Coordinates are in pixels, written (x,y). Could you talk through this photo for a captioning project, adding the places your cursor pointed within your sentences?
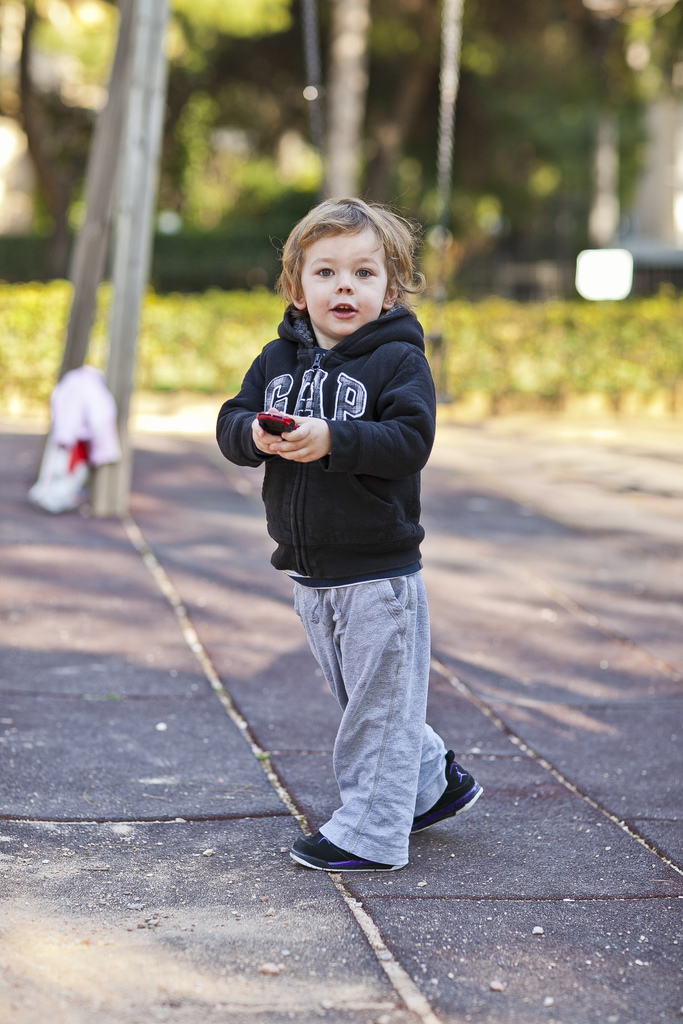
In the middle of this image (395,386), there is a child (327,555) in a black color jacket (395,338), holding a mobile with a hand (324,446) and walking on the road (480,730). In the background (660,48), there are trees (178,12), poles (154,132), plants (597,351) and other objects (444,213). And the background (564,111) is blurred.
